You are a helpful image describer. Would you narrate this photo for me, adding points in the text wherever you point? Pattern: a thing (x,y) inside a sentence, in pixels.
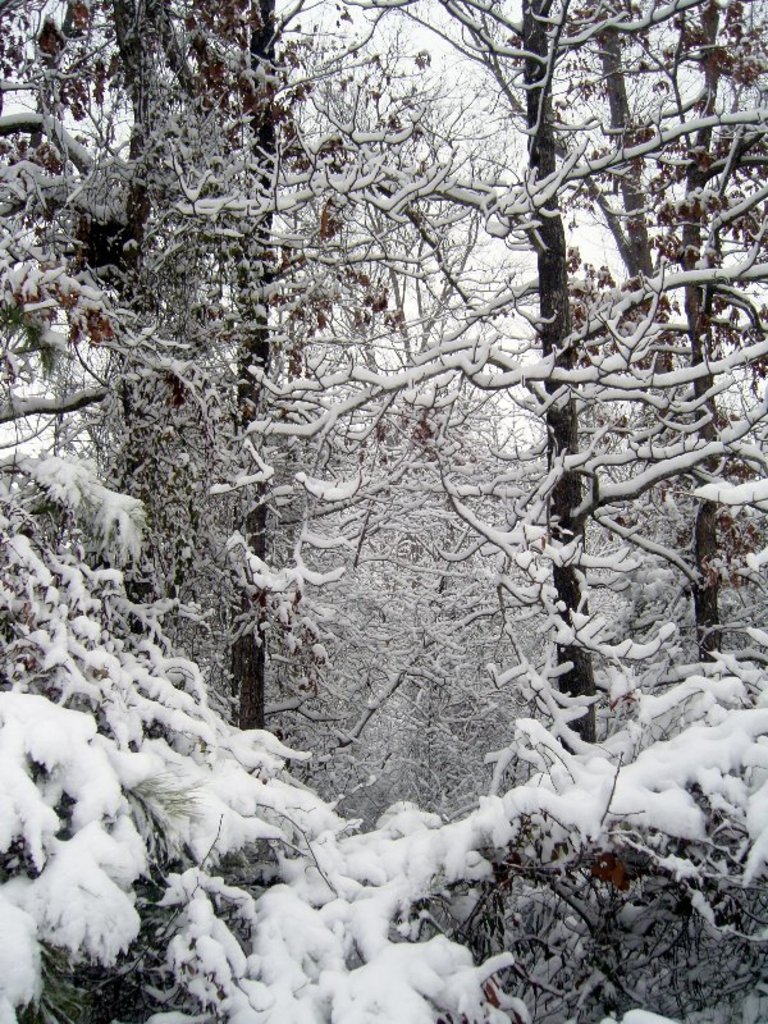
In this image we can see the trees (539,4) are covered with snow (701,744) and in the background (449,33), we can see the sky (459,27).
